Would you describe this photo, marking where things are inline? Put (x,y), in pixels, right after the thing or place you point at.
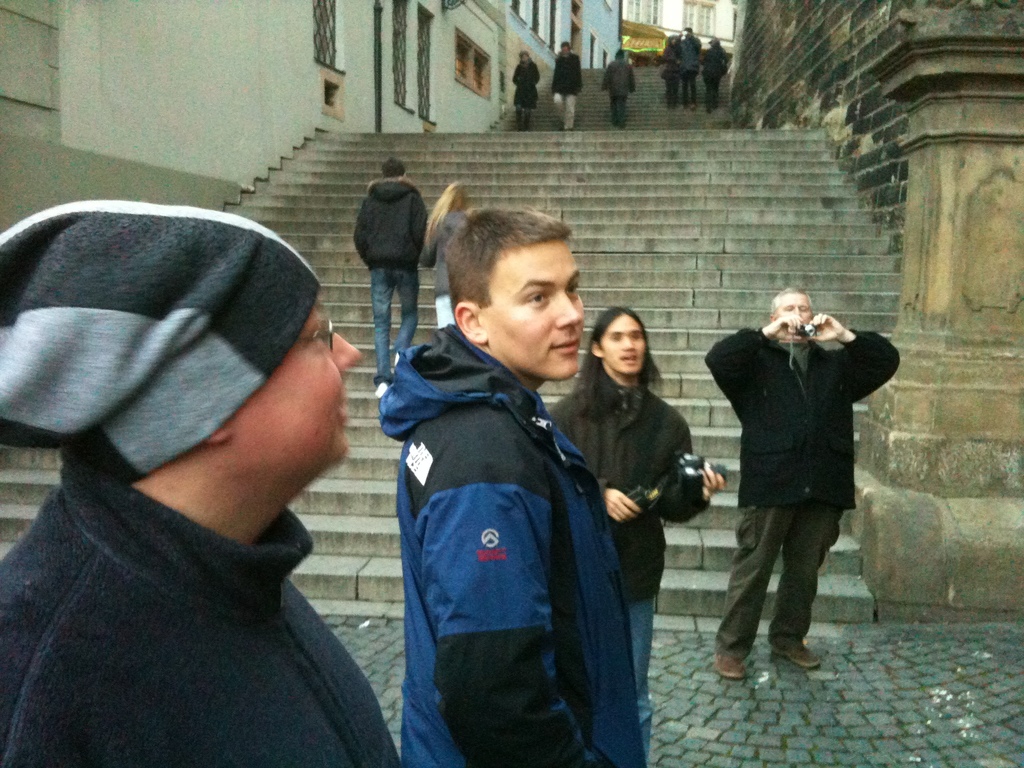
There are some people (475,501) standing. Some are holding camera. Person (159,511) on the left (146,479) is wearing a cap (208,354) and specs (314,337). In the back (491,180) there are steps (638,186). Some people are walking on the steps (559,167). On the sides of the steps (633,124) there are walls (807,25).
